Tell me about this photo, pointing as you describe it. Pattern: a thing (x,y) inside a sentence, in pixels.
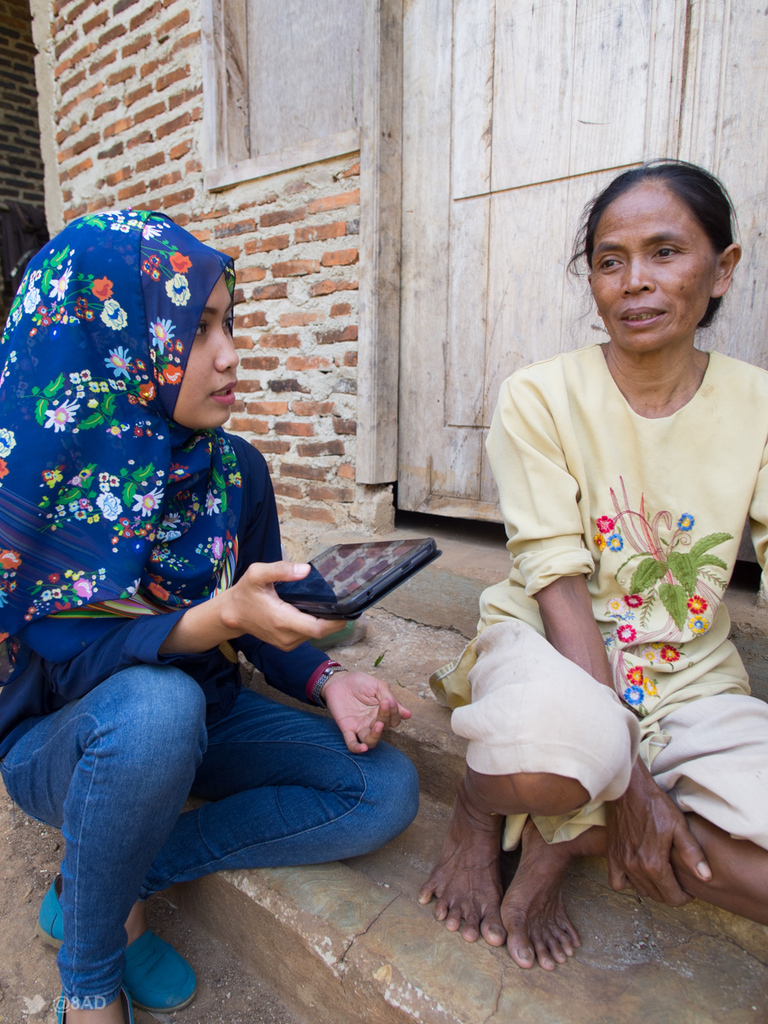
There are two women (246,698) sitting on surface (252,685) and this woman (212,560) holding tab (342,560). On the background (330,257) we can see wall (92,124) and wooden door (447,198).
